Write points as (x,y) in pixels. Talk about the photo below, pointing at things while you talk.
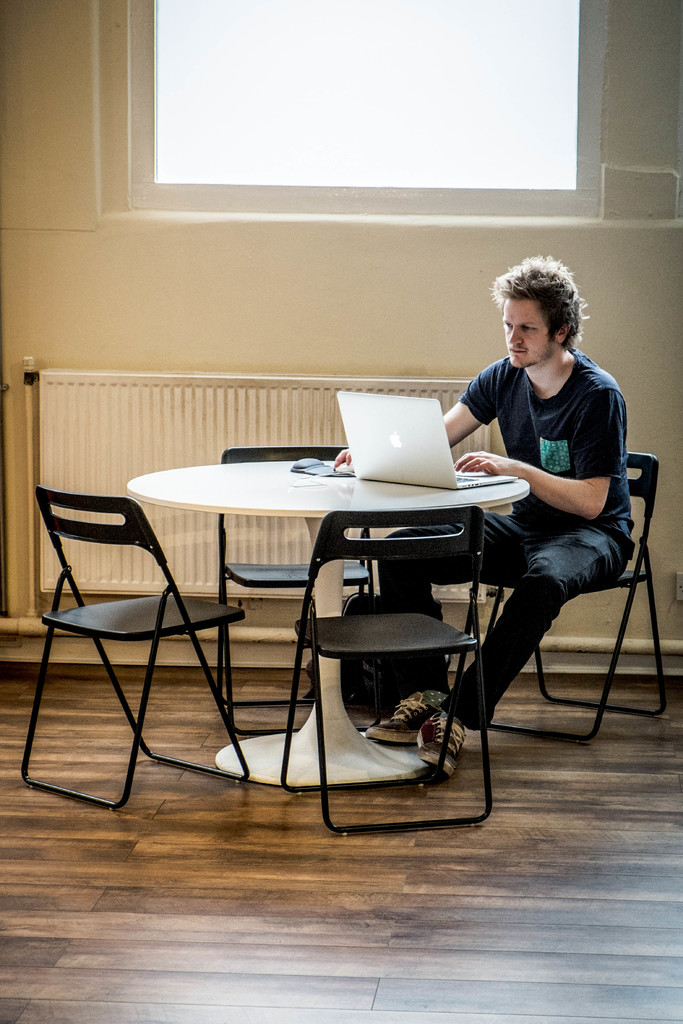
In this image we can see a person (597,569) sitting on the chair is using a laptop (358,435) in front of him. There are four chairs (368,521) around a table (322,593).
